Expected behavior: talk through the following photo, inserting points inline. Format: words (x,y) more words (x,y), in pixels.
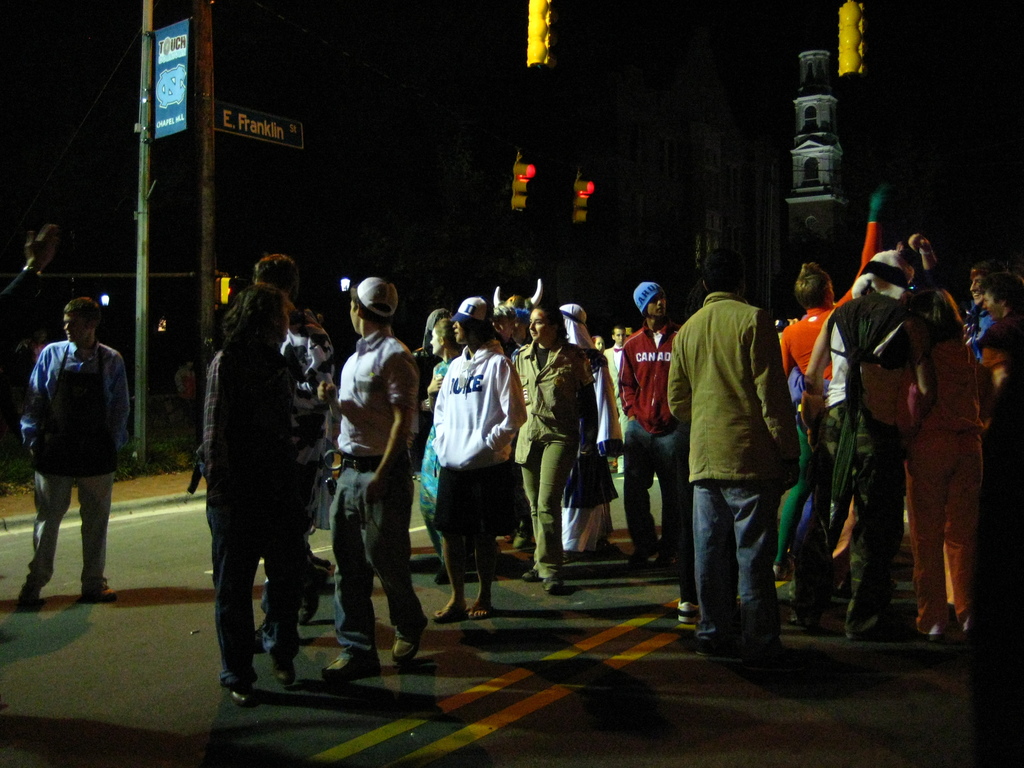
In this picture we can see the group of persons (641,478) were standing on the road (591,681). On the left (97,455) there is a man (96,481) who is wearing shirt (112,383) and shoe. In the background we can see pole (146,61) and buildings (654,130).
